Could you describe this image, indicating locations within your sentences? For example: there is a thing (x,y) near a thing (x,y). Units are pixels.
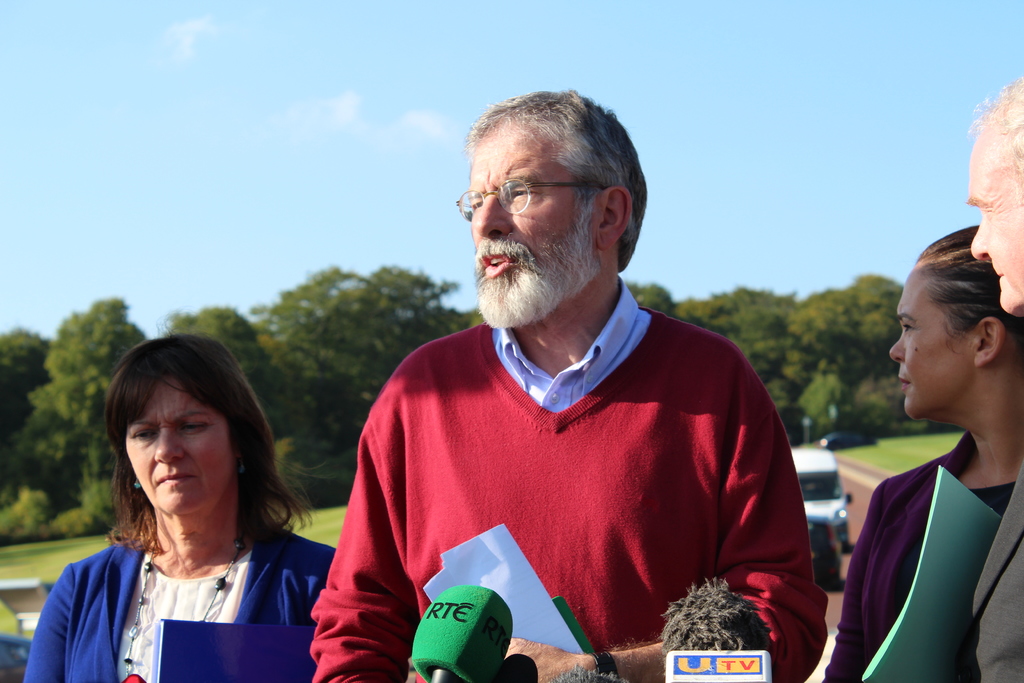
In the center of the image (569,296) a man (554,466) is standing and holding a papers (534,582) in his hand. On the left (262,543) and right side of the image (904,470) some persons (238,560) are standing. At the bottom of the image (686,658) mics (676,649) are there. In the background of the image (367,399) trees (364,366), cars (834,452), grass (886,449), bench (32,579) are present. At the top of the image (401,98) sky (376,124) is there.
